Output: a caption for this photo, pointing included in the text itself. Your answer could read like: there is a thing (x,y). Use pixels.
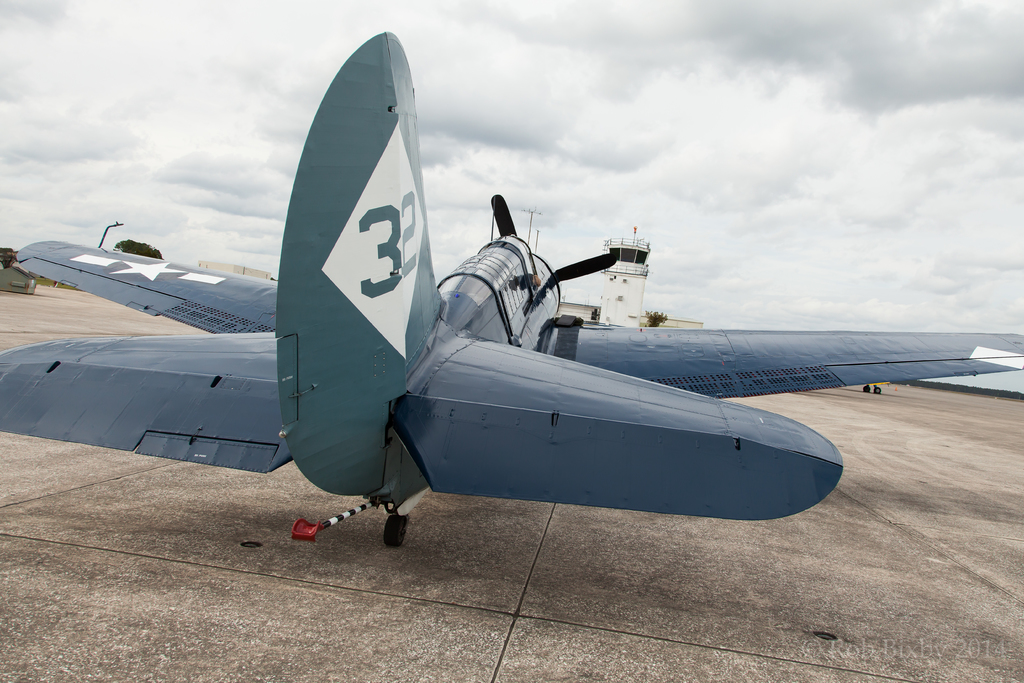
In this picture I can see there is a aircraft (505,383), it has wings (71,258), wheels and there is a cabin (499,312). In the backdrop (134,250) I can see there is a building (679,324), tree (135,248) and the sky (659,148) is cloudy.
